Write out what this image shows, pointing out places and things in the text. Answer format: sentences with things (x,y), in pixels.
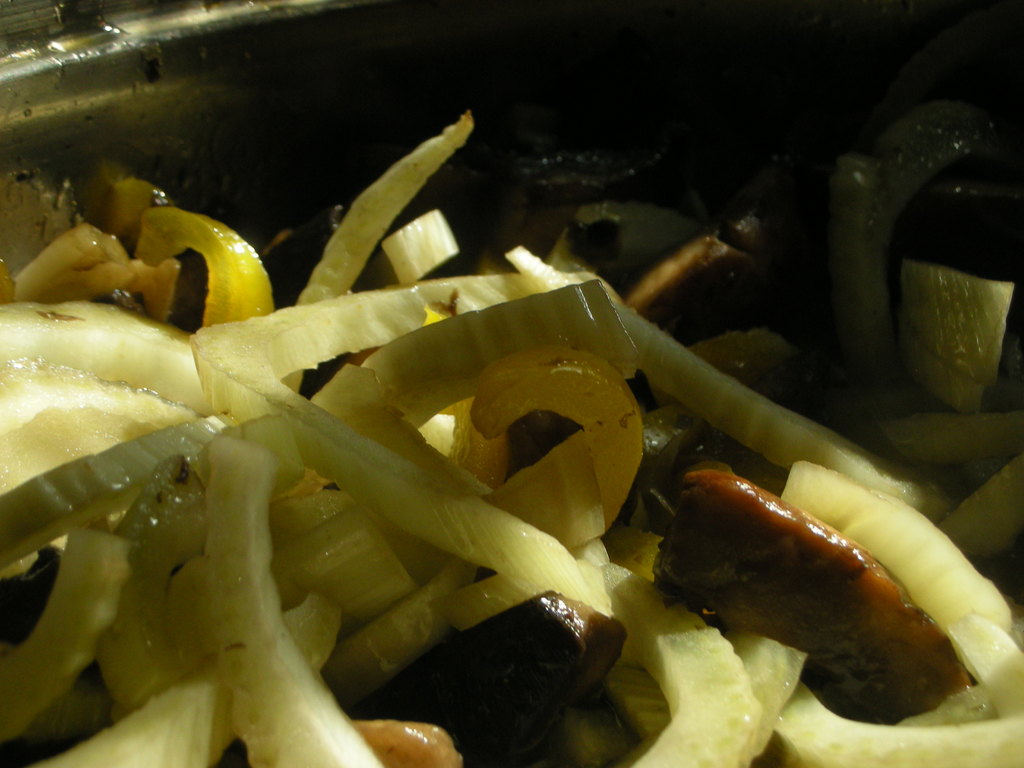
In this picture we can observe some vegetables (456,496). These are in yellow color. The background (591,61) is dark.
